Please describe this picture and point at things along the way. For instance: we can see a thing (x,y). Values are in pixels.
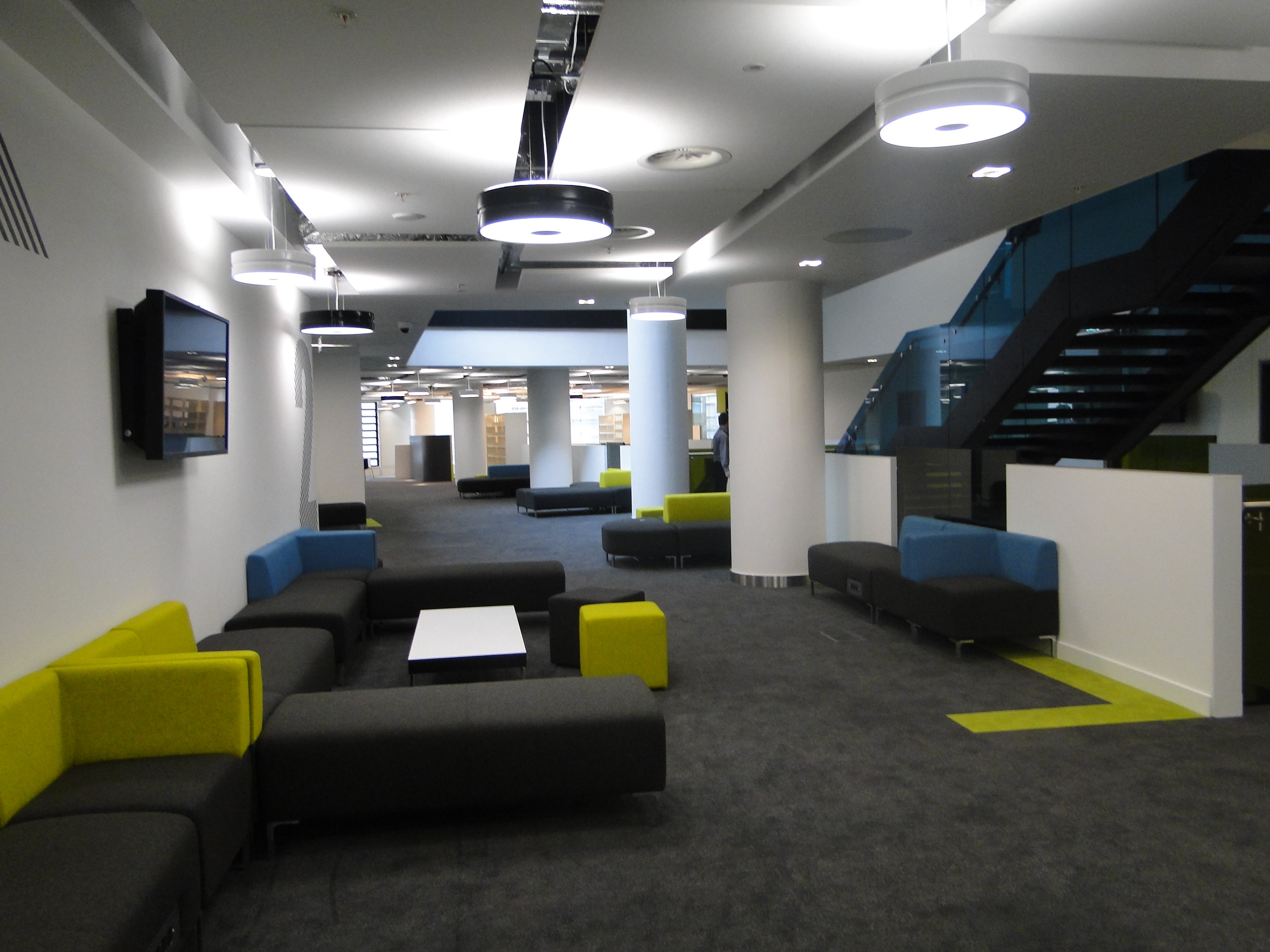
This is inside a room (670,491). There are many pillars (567,452), sofas (356,565), table (481,620), chairs (579,627), lights (589,220). On the wall (12,334) there is a TV (202,381).
